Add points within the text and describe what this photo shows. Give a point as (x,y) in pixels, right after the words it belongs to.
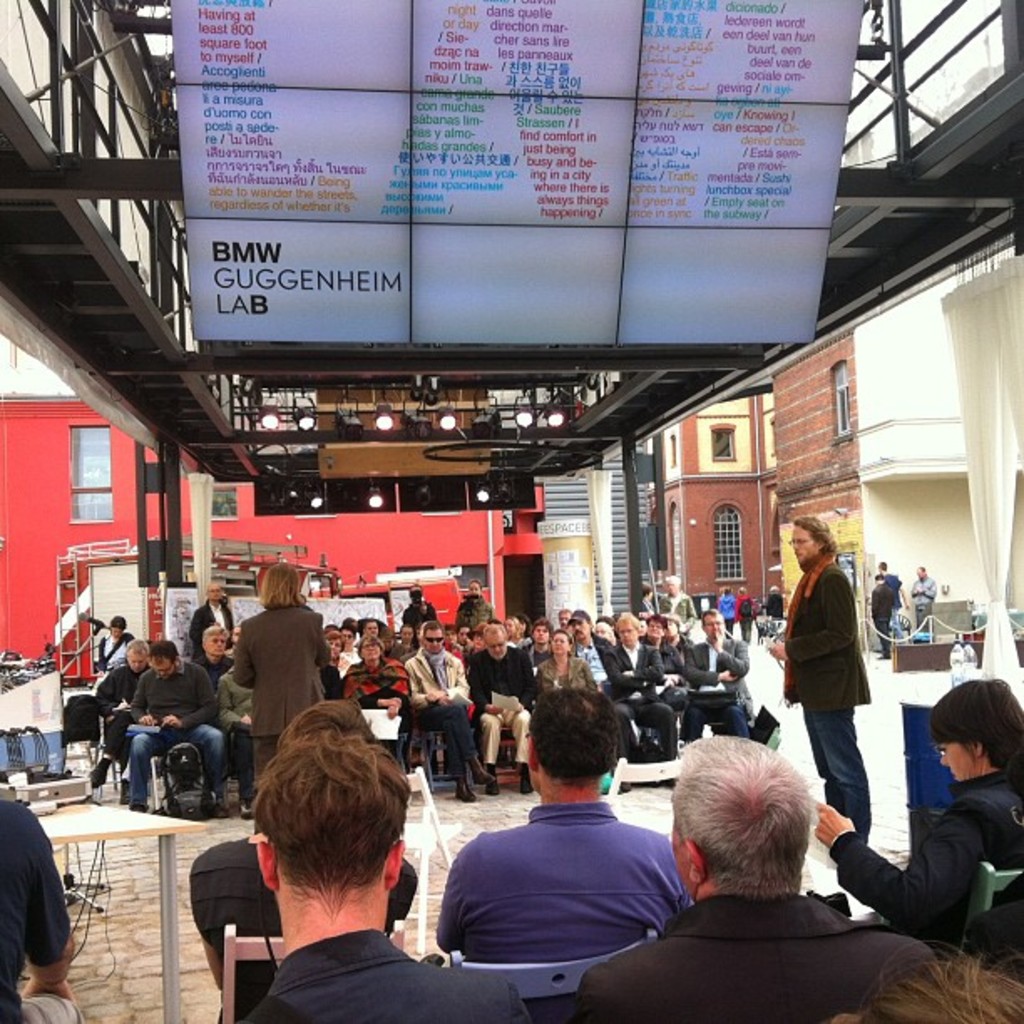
In this image there are so many people (501,659) sitting in the chairs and listening to the person (277,667) who is speaking in front of them. At the top (480,197) there are lights (388,425) and a hoarding (477,253). At the bottom (551,707) there are few people (576,814) sitting in the chairs (511,970). On the right side (767,467) there are buildings (751,446), Beside the buildings (751,446) there is a road (885,690) on which there are few people (752,600) walking on it.
